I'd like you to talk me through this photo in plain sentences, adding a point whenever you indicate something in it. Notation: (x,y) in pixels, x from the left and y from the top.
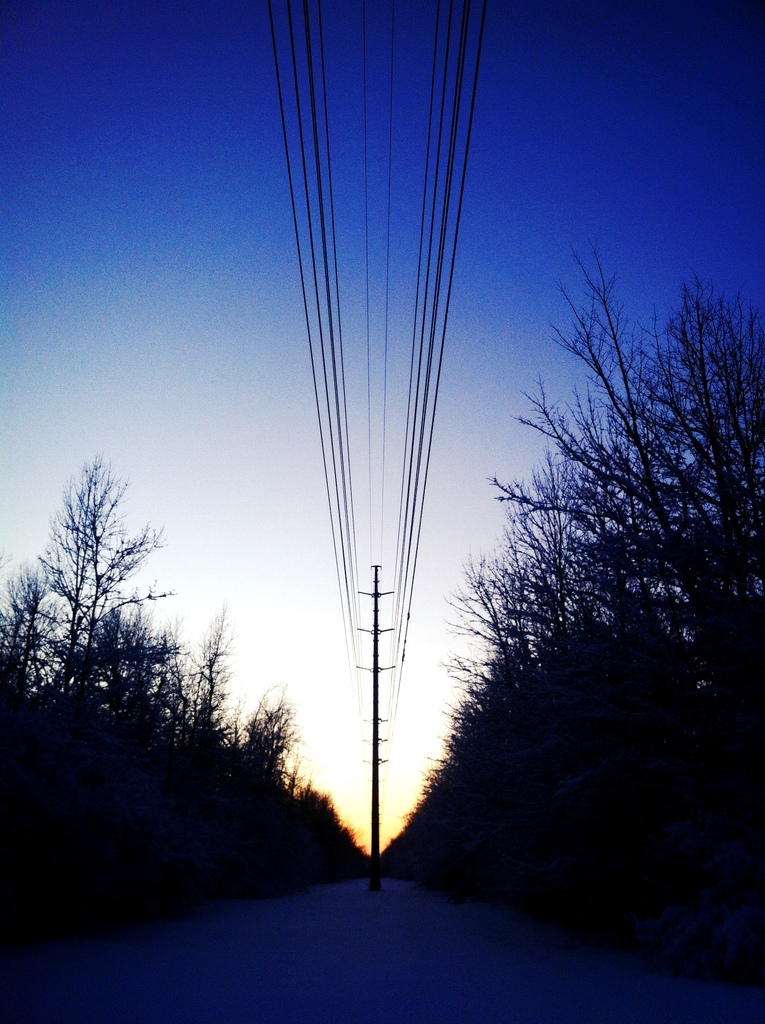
This image is dark where we can see trees (20,841) on the either side, pole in the center (377,643) and wires (412,306) here. On the top of the image (221,59) we can see the blue color sky (544,55).
